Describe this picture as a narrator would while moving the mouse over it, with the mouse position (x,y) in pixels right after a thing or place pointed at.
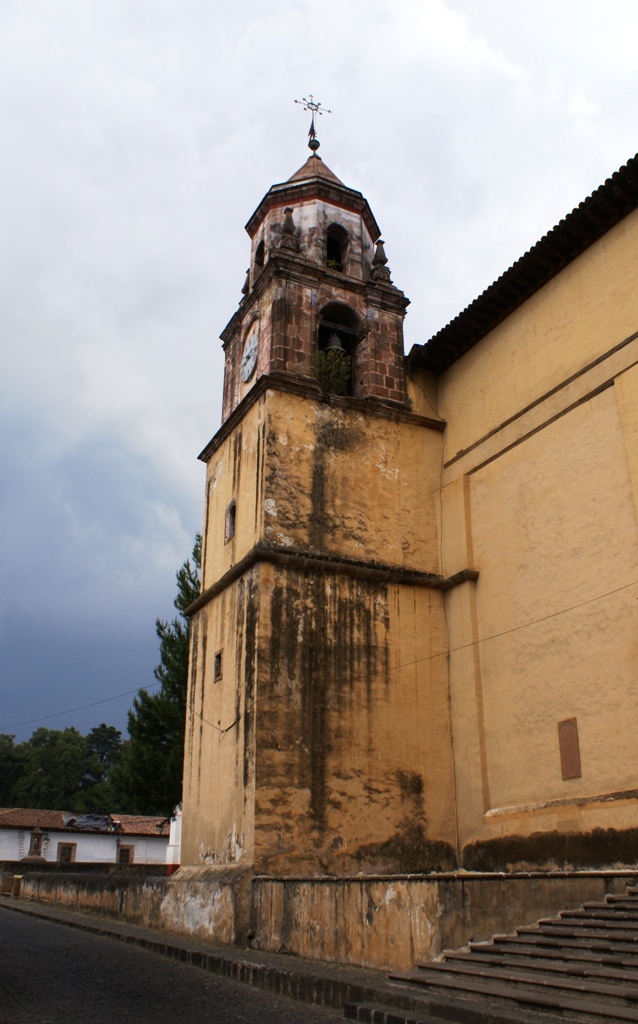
In this image in the center (231,611) there are buildings (254,823). In the background (124,771) there are trees (158,715) and the sky (119,403) is cloudy. On the right side (549,952) there are steps (555,941).
